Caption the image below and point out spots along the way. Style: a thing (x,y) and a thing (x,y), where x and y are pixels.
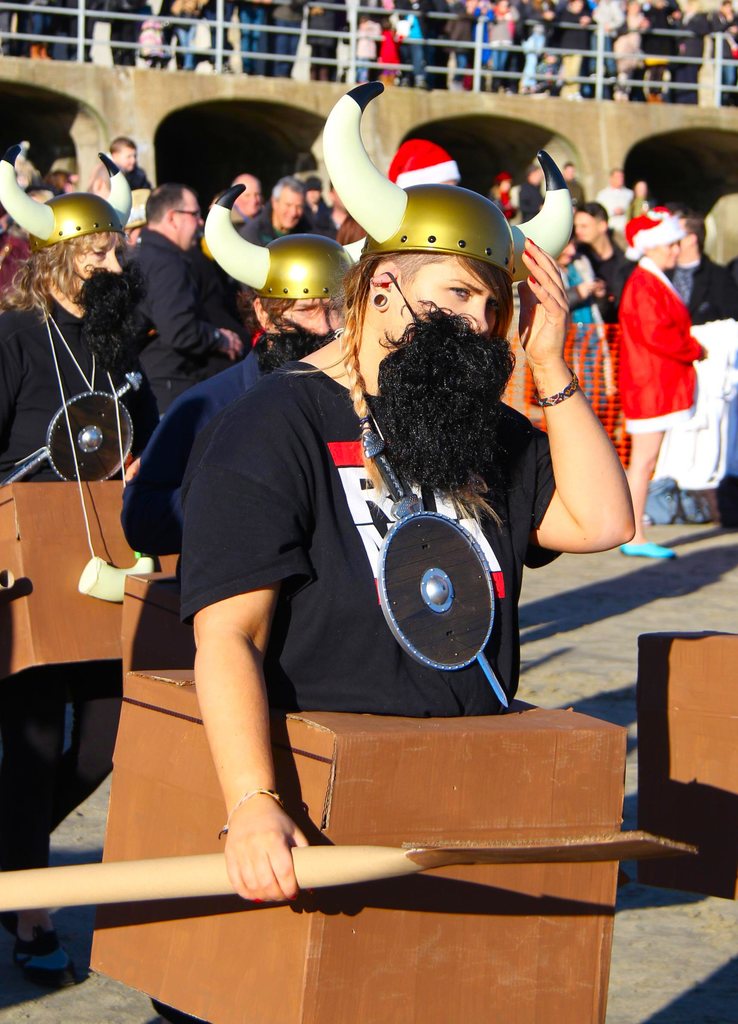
There are some persons (491,329) standing and holding some objects (310,864) and wearing some caps (304,257) in the middle of this image (365,410), and there are some persons (488,53) standing on the bridge (178,21) as we can see at the top of this image (331,46).
